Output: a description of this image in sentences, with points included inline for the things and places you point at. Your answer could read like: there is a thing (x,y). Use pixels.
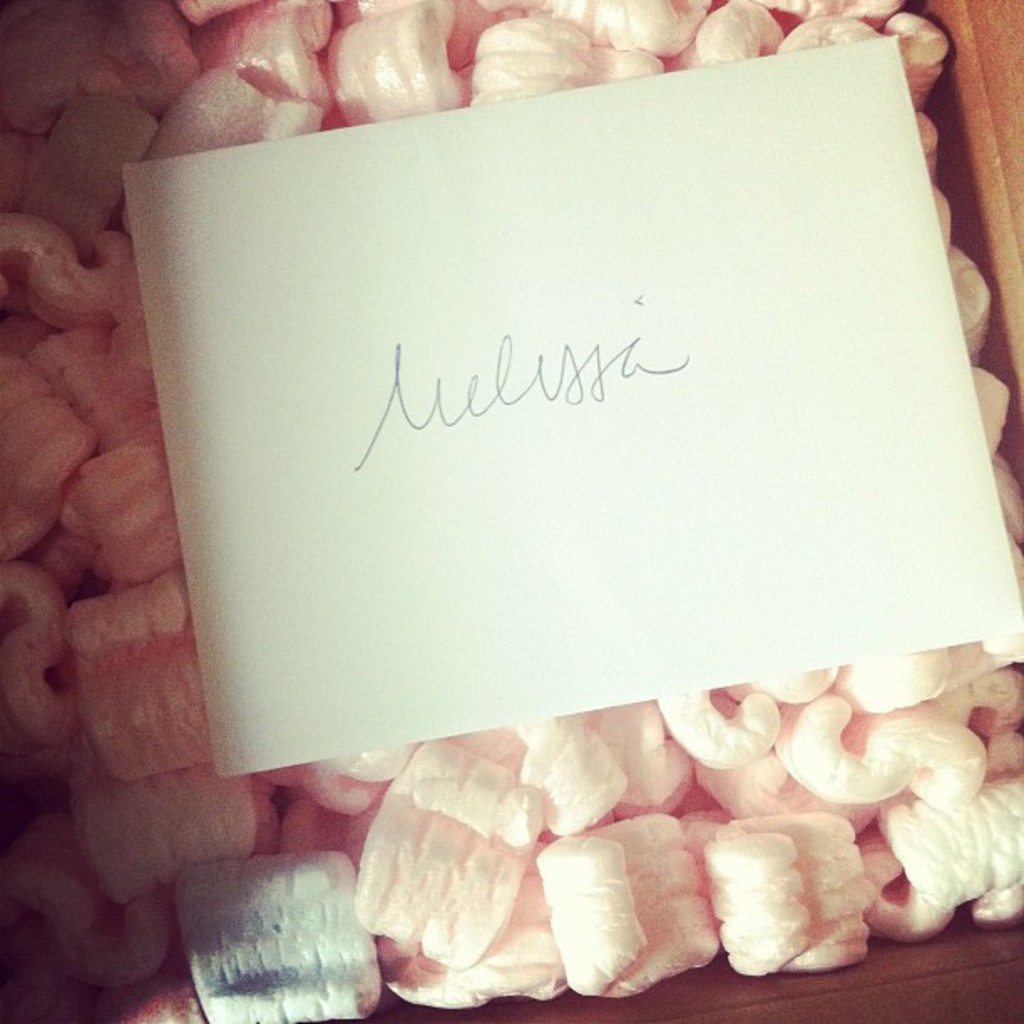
In this picture we can see a paper (458,545), there is some text (421,427) on this paper (541,374), they are looking like marshmallows (87,537) at the bottom (453,883).
